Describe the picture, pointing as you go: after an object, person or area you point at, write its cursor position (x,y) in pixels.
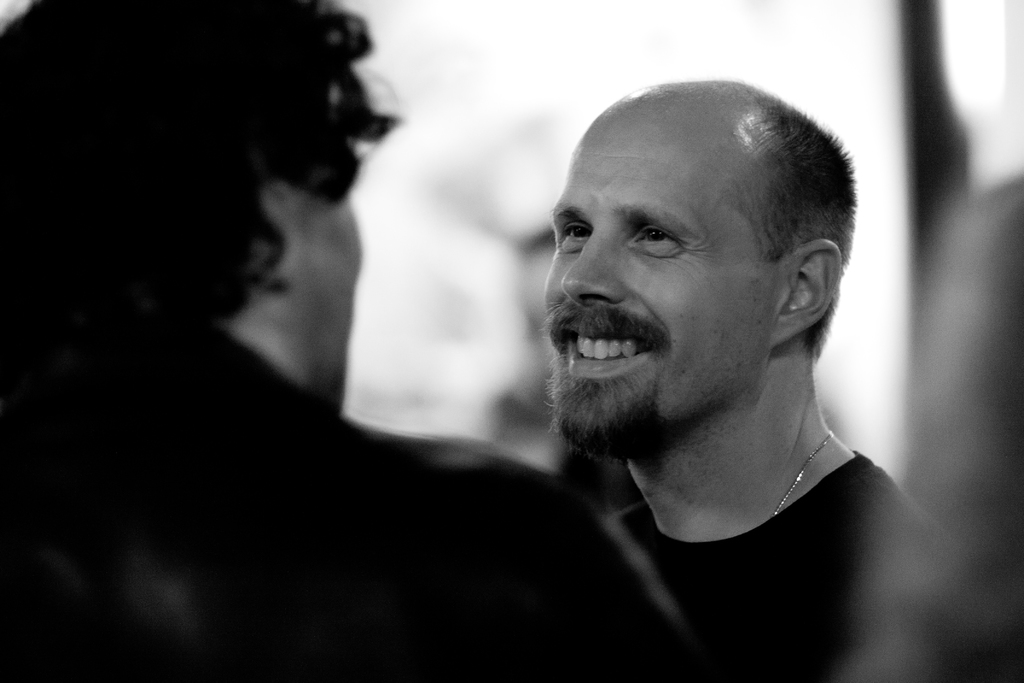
This is a black and white picture. In this image, we can see a man (712,362) smiling and watching another person (290,307). In the background (885,335) and right side of the image (962,120), there is a blur view.
